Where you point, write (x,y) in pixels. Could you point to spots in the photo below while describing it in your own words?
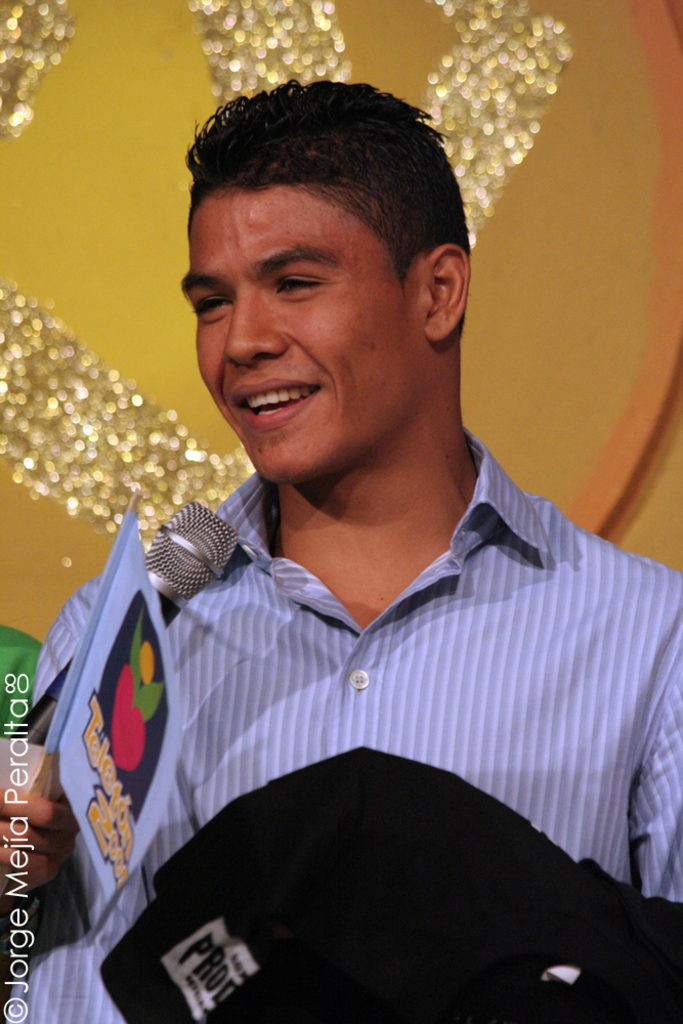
In this image we can see a man (267,513) holding a mic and paper (132,683) in his hand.
